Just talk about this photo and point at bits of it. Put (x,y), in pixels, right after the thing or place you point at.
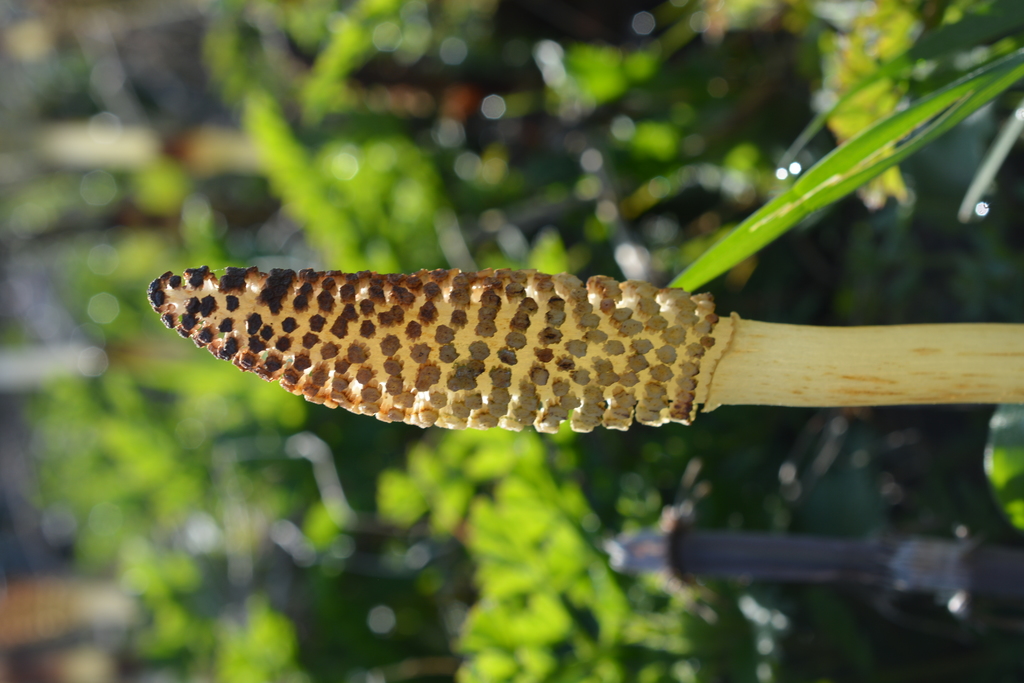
In this picture I can see a thing (151,284) in front (442,336) which is of cream, brown and black color. In the background (492,213) I can see number of plants (463,184) and I see that it is blurred.
